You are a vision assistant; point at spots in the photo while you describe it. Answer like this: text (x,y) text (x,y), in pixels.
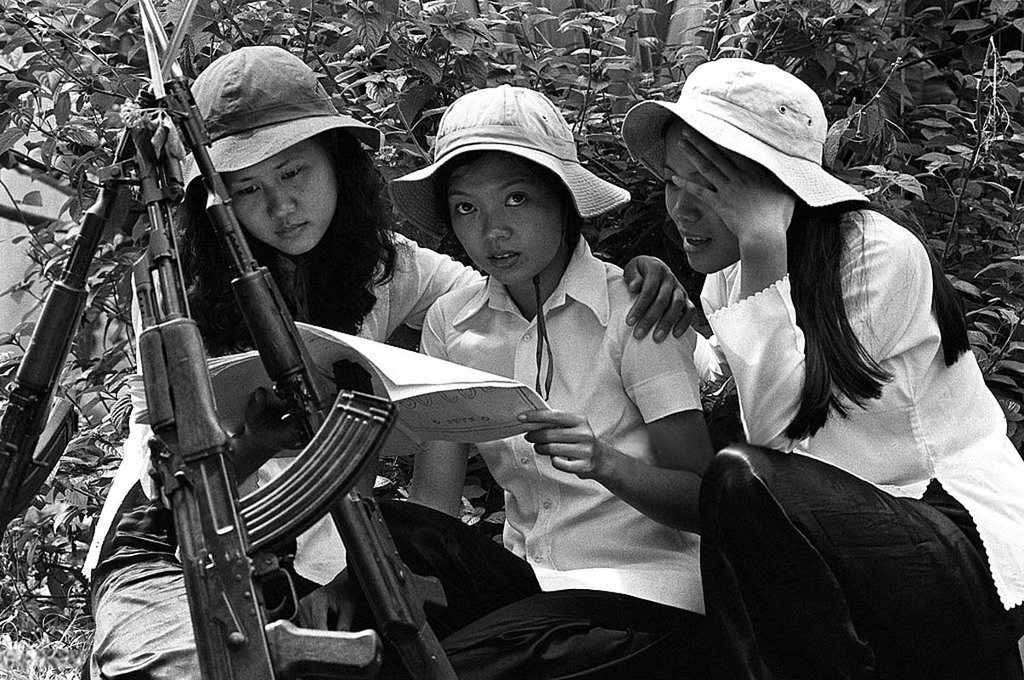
This is a black and white image. In this image we can see there are three girls (418,297) sat on the floor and there are holding a book (318,371) and wearing a hat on their head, beside them there are three guns (316,387), behind them there are trees (619,69).
